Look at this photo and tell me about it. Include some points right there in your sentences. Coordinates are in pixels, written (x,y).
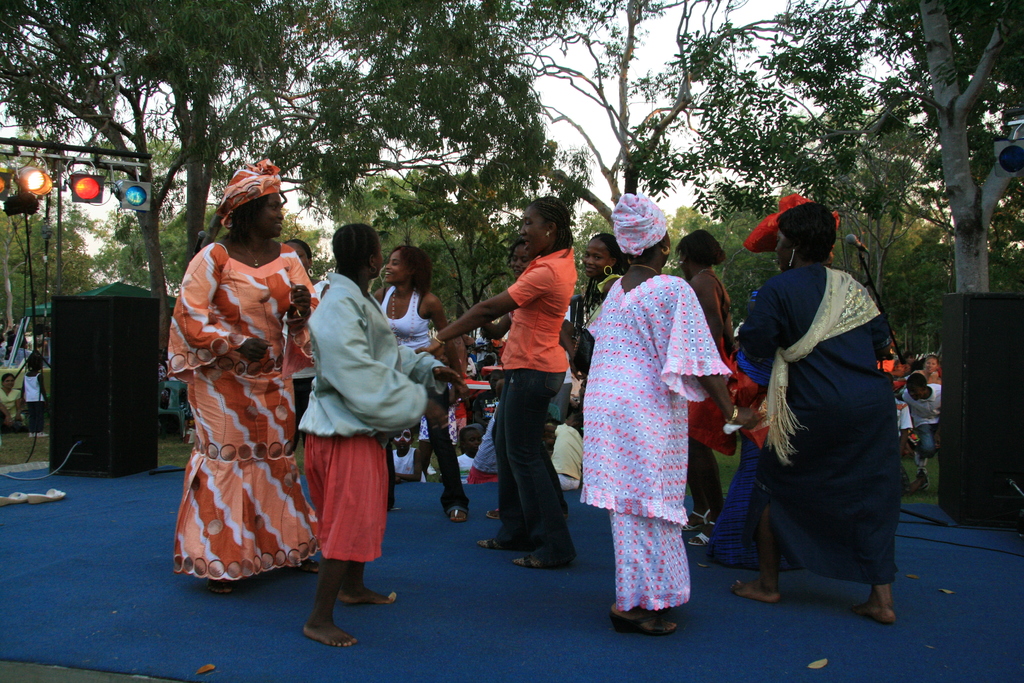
In the center of the image (418,313) we can see people (642,400) standing. They are wearing costumes (568,298). On the left (30,170) there are lights (90,177) and we can see a speaker (95,434). In the background (938,409) there are trees (956,241), people (936,413) and sky (552,105). At the bottom (233,656) there is a carpet (443,668).
